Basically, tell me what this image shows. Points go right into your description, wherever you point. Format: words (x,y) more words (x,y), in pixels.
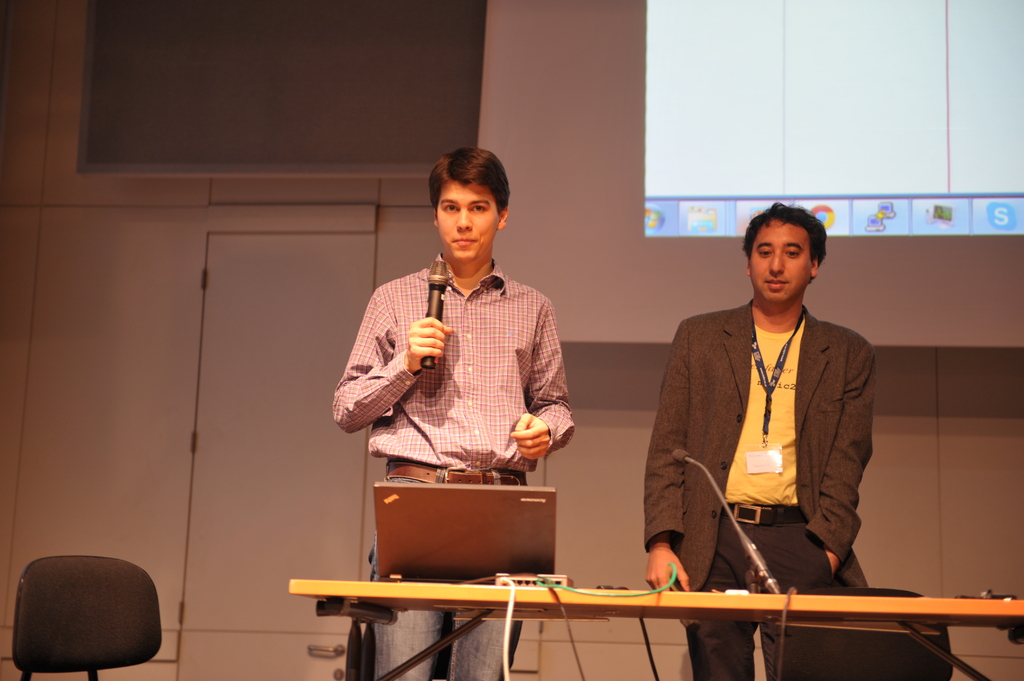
In this image, we can see two peoples (472,355) are standing. One is holding a microphone (439,298). On the right side (835,436), person (826,441) wear a suit (806,473). They both are stand in-front of table (685,607). On top of the table (755,607), we can see laptop (463,532), some wires (565,605) and microphone (689,459). At the background (697,192), we can see screen (732,146) and white wall (177,320) and board (198,161). On the left side (89,604) bottom, we can see chair (56,618).
